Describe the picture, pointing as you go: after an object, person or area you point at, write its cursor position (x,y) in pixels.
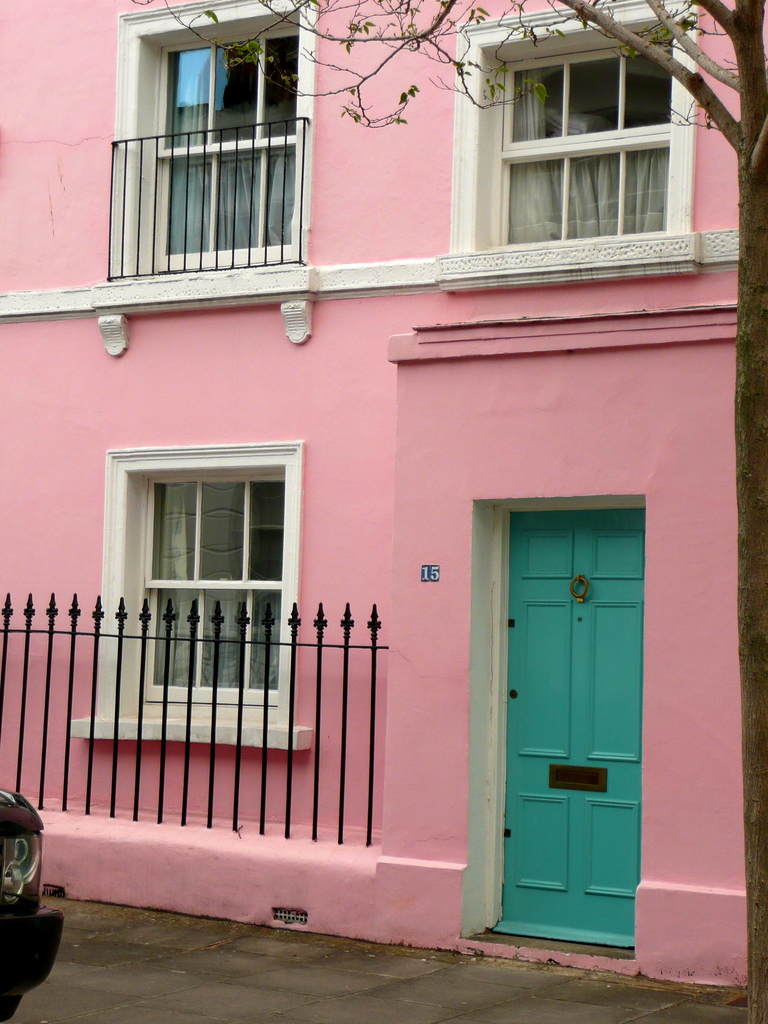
In this picture I can see a metal grill fence (239,696). I can see the vehicle (42,875) on the left side (24,870). I can see the tree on the right side (754,667). I can see the house (643,668). I can see the glass windows (262,645). I can see the door (580,793).
